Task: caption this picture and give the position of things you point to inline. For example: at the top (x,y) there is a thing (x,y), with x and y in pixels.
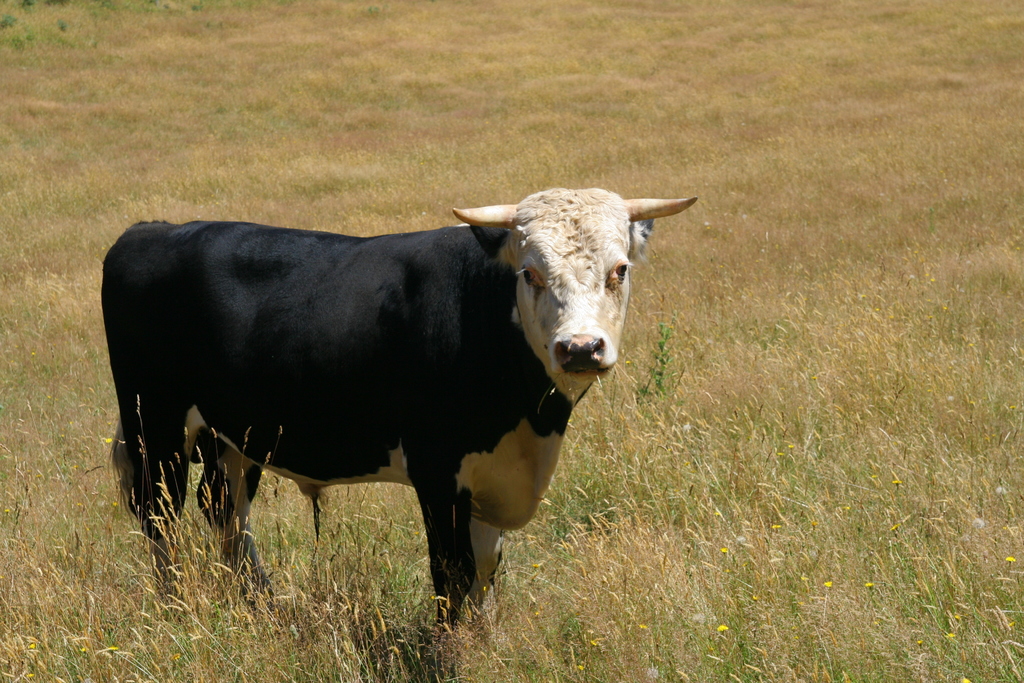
We can see animal (379,471), grass (583,45) and flowers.
